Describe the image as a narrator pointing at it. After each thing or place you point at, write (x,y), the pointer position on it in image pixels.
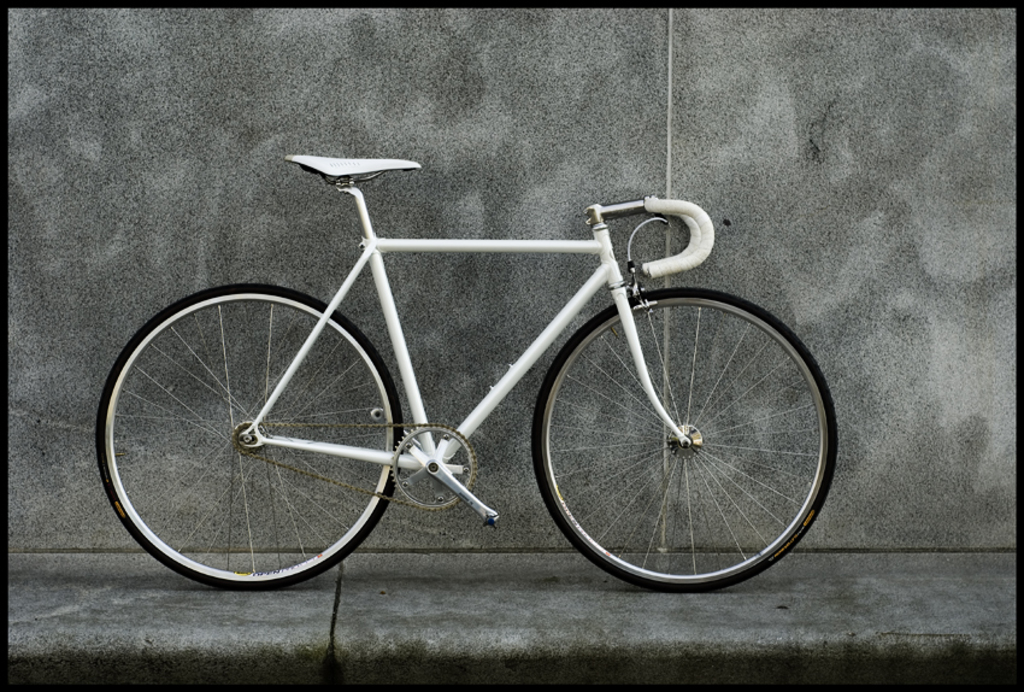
In the center of the picture (384,276) there is a bicycle (353,486) on the footpath (304,618). In the background (486,77) it is wall (480,142).
